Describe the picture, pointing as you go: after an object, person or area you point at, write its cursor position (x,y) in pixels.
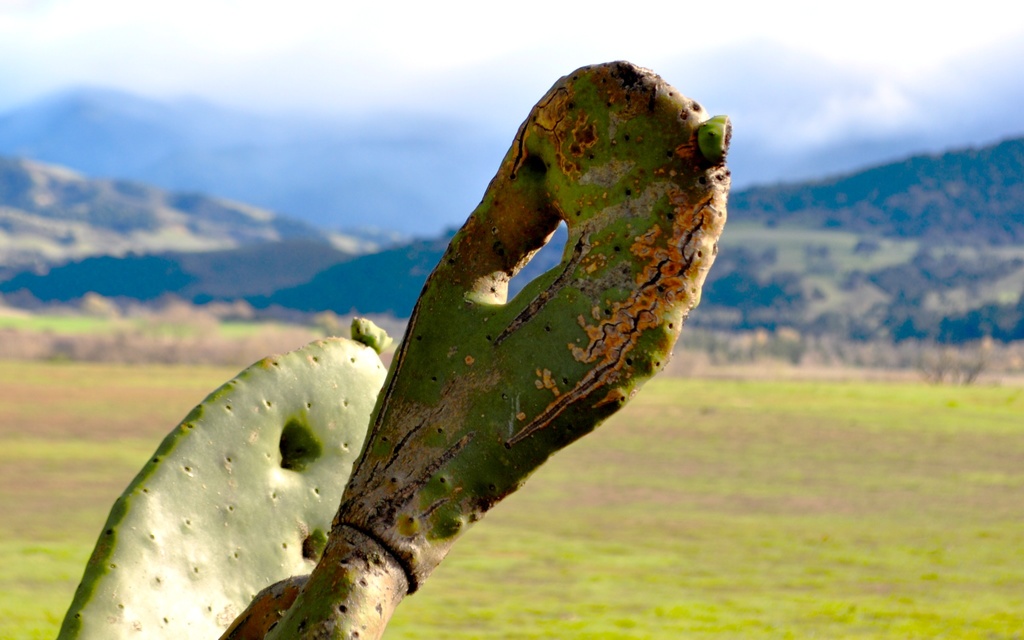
In this picture we can see a cactus plant (174,555). Some grass (816,543) is visible on the ground (636,631). We can see a few mountains (419,258) in the background (201,267). Sky (361,43) is cloudy.
